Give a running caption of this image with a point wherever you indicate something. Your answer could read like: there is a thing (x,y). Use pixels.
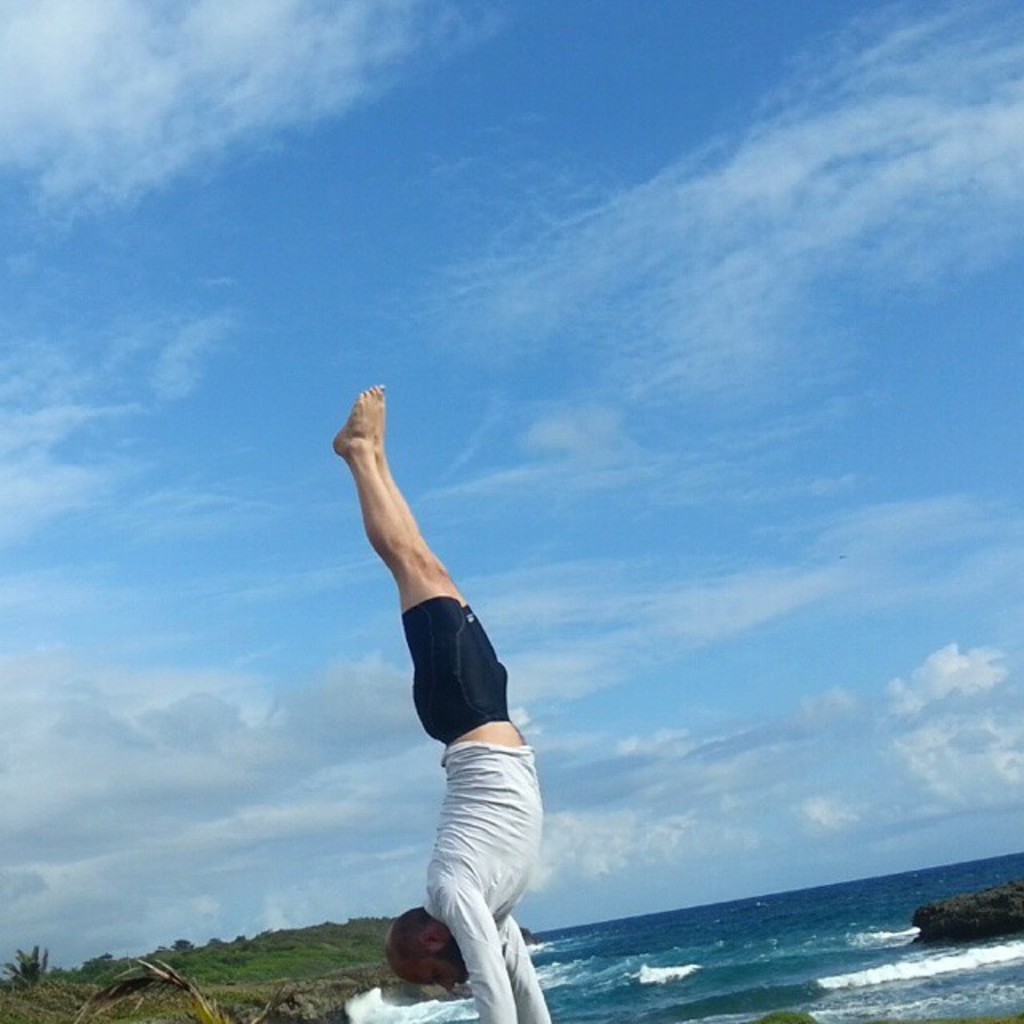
In the picture we can see a man (531,859) standing on his hands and behind him we can see the water surface (600,929) and beside it, we can see the grass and in the background (346,642) we can see the sky (302,686) with clouds (100,804).
